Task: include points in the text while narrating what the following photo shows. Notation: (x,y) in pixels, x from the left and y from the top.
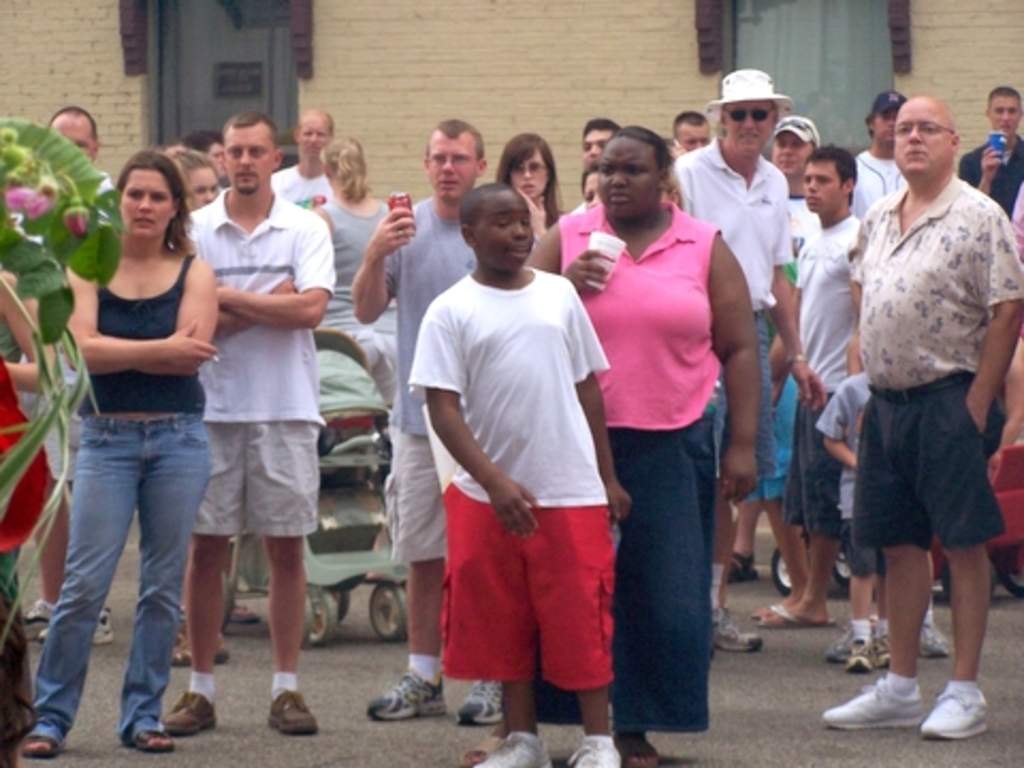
There are groups of people (438,239) standing. This looks like a stroller (328,466). On the left side of the image (80,273), I can see the leaves (93,245) and flower buds (52,204). This looks like a house (501,49) with the doors (242,59).
